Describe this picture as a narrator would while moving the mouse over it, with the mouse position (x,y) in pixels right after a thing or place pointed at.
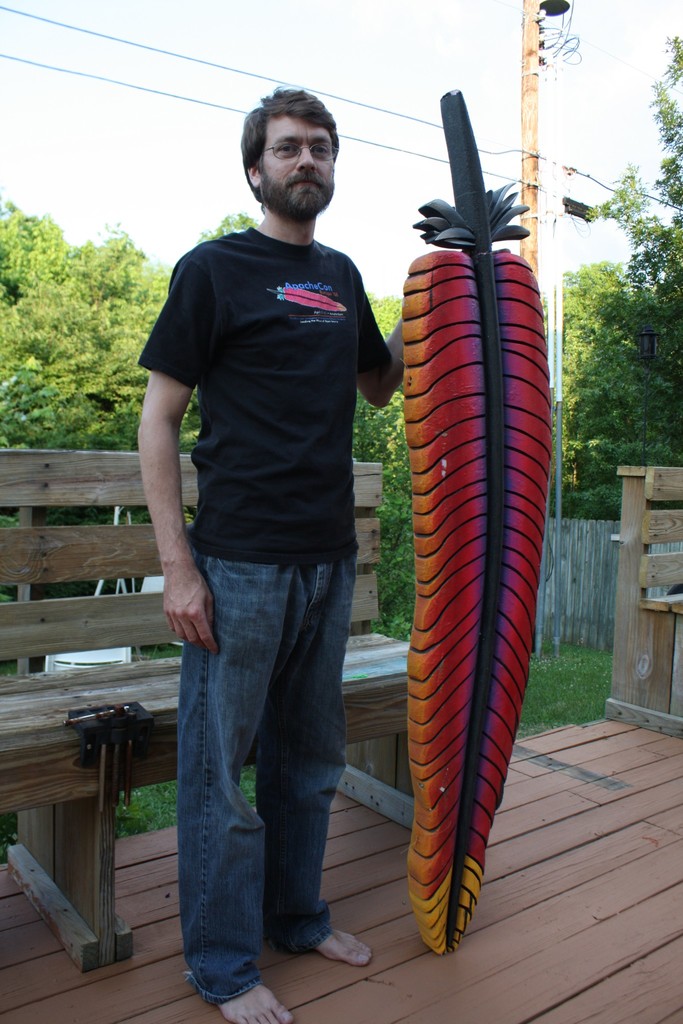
In this image there is a person (353,476) standing beside an object (437,433) is holding it, behind the person (245,589) there is a bench (146,620), in the background of the image (596,604) there is a wooden fence (585,604), on the other side of the wooden fence (585,604) there are trees (140,329) and electric poles (555,235) with cables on top of it, beside the person (234,971) there is another wooden bench (625,542).
